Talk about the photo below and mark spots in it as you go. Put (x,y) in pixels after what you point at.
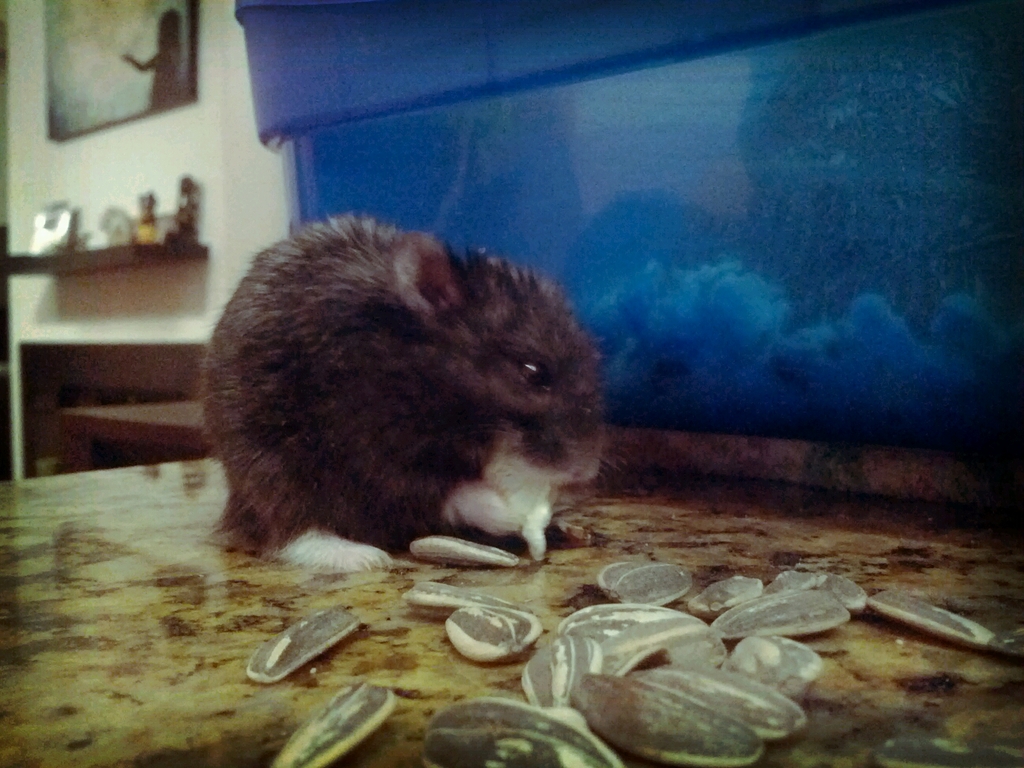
In the foreground of the image (504,560) there is a hamster (490,297) and there are seeds (491,600) on the table (80,714). There is a blue color object (636,13). In the background of the image (202,72) there is a wall (191,127). There is a photo frame (116,88) on the wall (203,70). There is a table (142,416). There is a shelf (147,254) on which there are objects (42,241).
